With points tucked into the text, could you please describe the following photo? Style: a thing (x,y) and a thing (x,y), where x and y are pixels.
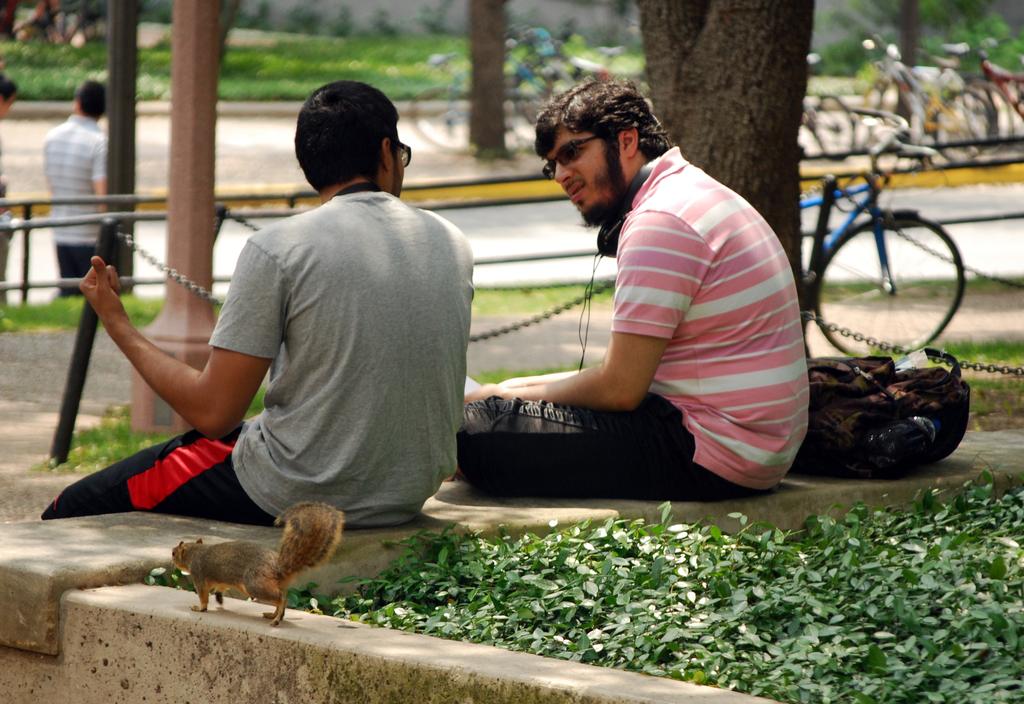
There are two men (348,391) sitting on the wall (334,585). This looks like a squirrel (283,593). I think these are the plants (893,639) with the leaves (882,641). This looks like a backpack bag (906,400). I think these are the poles (201,262). I can see a tree trunk (683,103). These are the bicycles (836,135), which are parked. I can see a person (106,180) standing. In the background (366,56), that looks like a grass (344,60).
